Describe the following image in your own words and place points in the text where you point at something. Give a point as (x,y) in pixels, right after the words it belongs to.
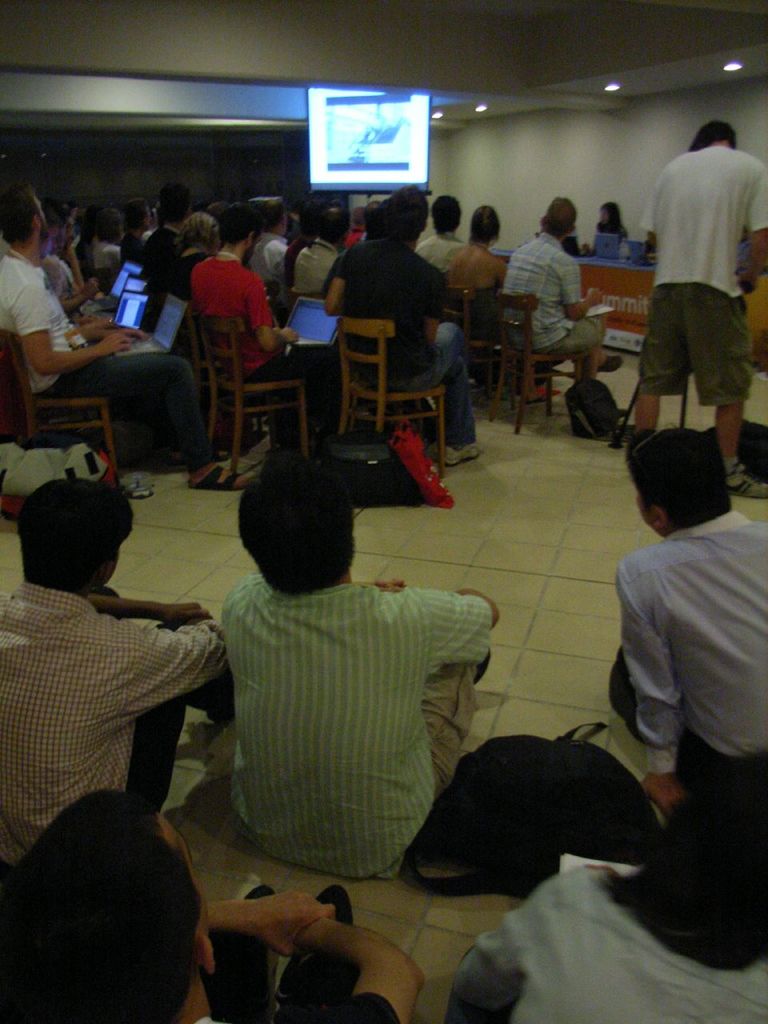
This image is clicked inside the hall (273,89). In this image there are few people (416,295) sitting in the chairs (200,339) and working with the laptops (150,335). At the bottom (334,782) there are few people (342,836) sitting on the floor (273,975). There is a bag (513,840) in between them. At the top (584,87) there is ceiling (638,61) with the lights (616,83). In front of them there is a table (612,257) on which there are laptops (604,236). There are few people (610,224) sitting in front of the table (649,275).
